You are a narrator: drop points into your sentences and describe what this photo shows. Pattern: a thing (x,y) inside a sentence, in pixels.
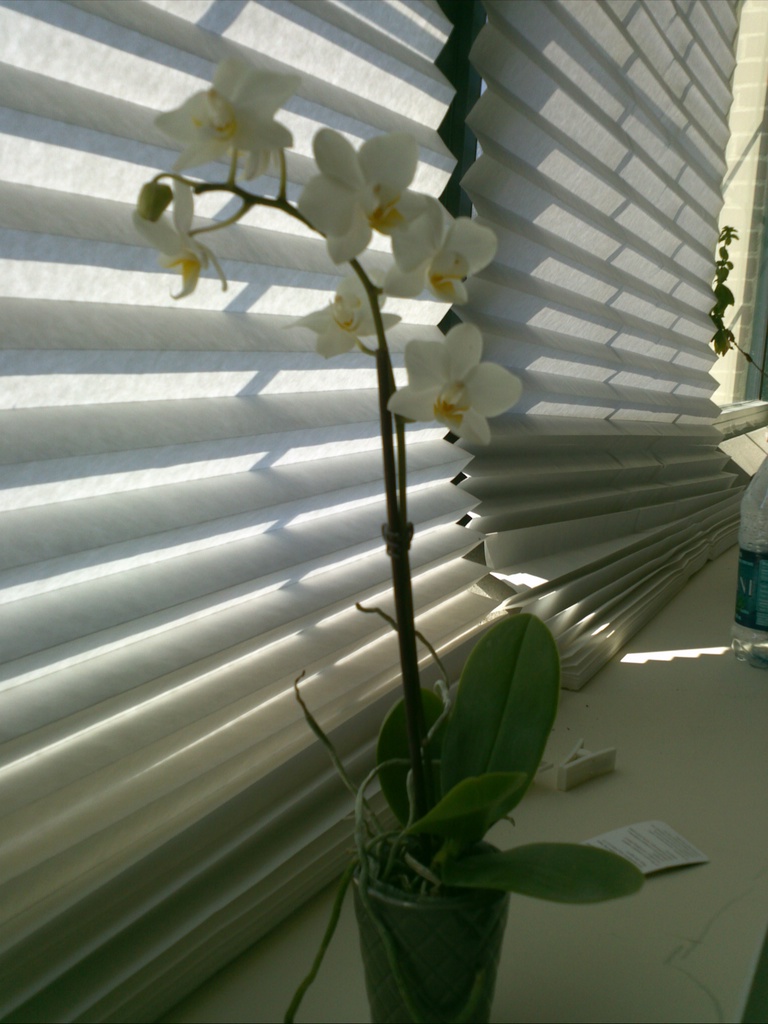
In the image in the center (403,602), we can see plant pots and flowers (386,325), which are in yellow and white color. In the background (332,274) there is a wall (755,81) and window blinds (254,388).
